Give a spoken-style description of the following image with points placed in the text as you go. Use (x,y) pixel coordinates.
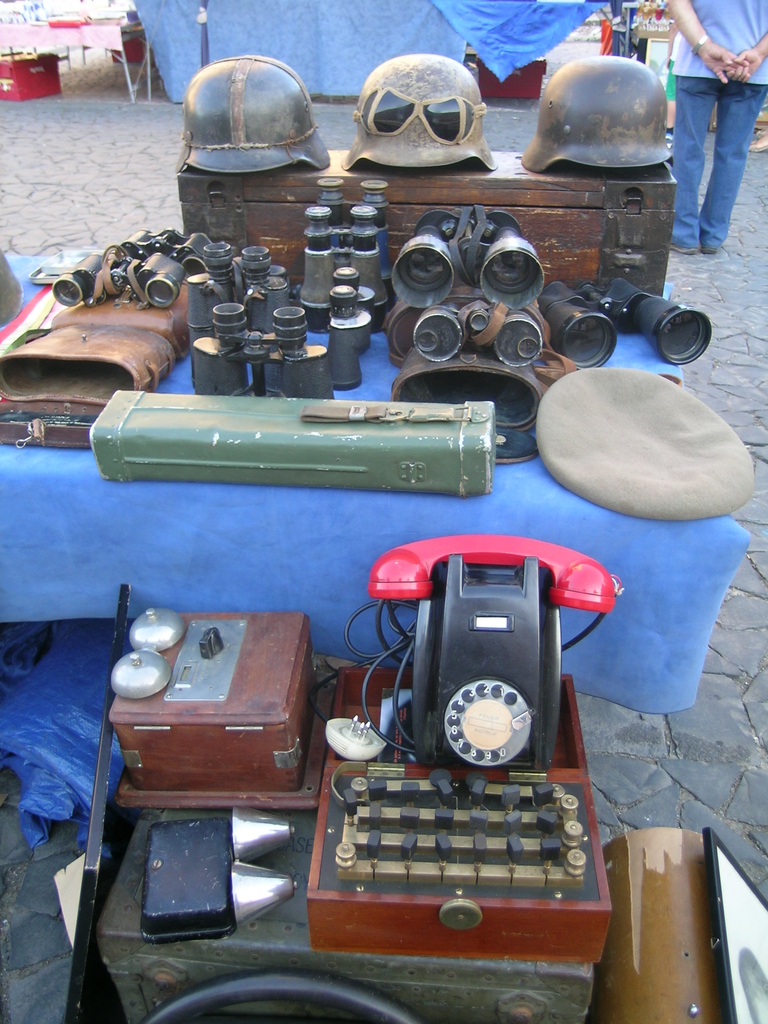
In this image in the foreground (364,681) there is a telephone (422,667), boxes (412,884). Here on a table (38,459) there are pouches (88,407), binoculars (367,270), helmets (432,66), boxes (526,185). In the background (67,41) there are tents (293,65), tables (44,45). In the top right (707,67) a person (728,122) is standing.
